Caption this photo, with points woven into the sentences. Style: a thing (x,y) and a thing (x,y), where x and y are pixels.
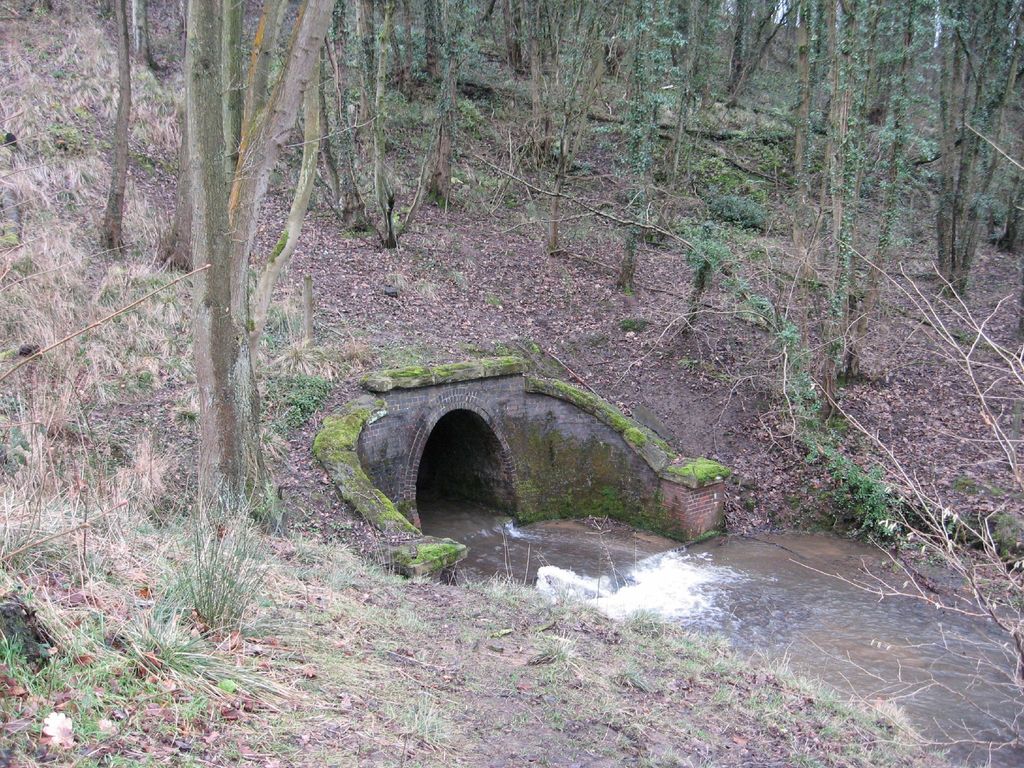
At the center of the image (501,462) there is a water tunnel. At the bottom of the image (487,621) there is grass (359,643) on the surface (376,639). In the background (576,95) there are trees (907,11).
